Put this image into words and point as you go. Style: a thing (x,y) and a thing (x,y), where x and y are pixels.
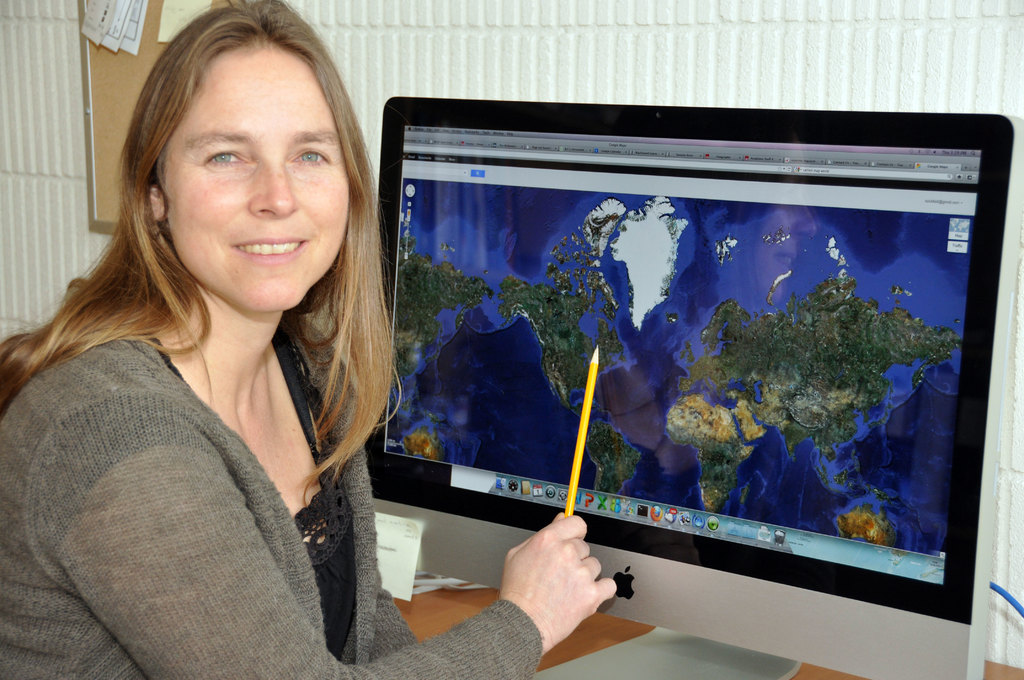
In this image we can see a woman (230,388) holding a pencil (581,438) in her hands (528,615) is sitting near the table (595,627). Here we can see the monitor (843,367) placed on the wooden table (438,598). In the background (153,24), we can see a board (101,48) hanged to the wall (644,38).
